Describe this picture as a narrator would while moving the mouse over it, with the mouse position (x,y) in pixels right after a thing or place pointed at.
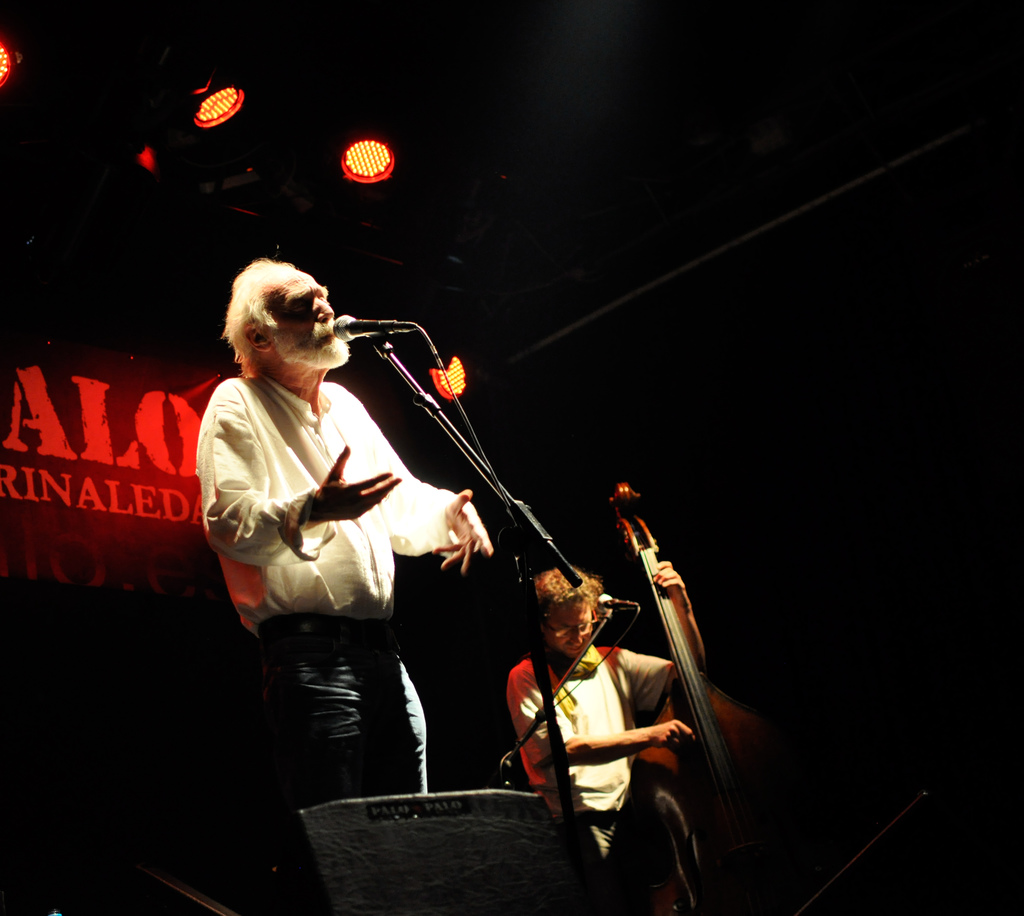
In this image I can see a person (287,539) wearing white colored shirt (296,508) is standing in front of a microphone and another person (600,771) holding a musical instrument (637,517) in his hand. In the background (46,523) I can see a banner (63,447), few lights (372,180) and the dark background (883,508).
